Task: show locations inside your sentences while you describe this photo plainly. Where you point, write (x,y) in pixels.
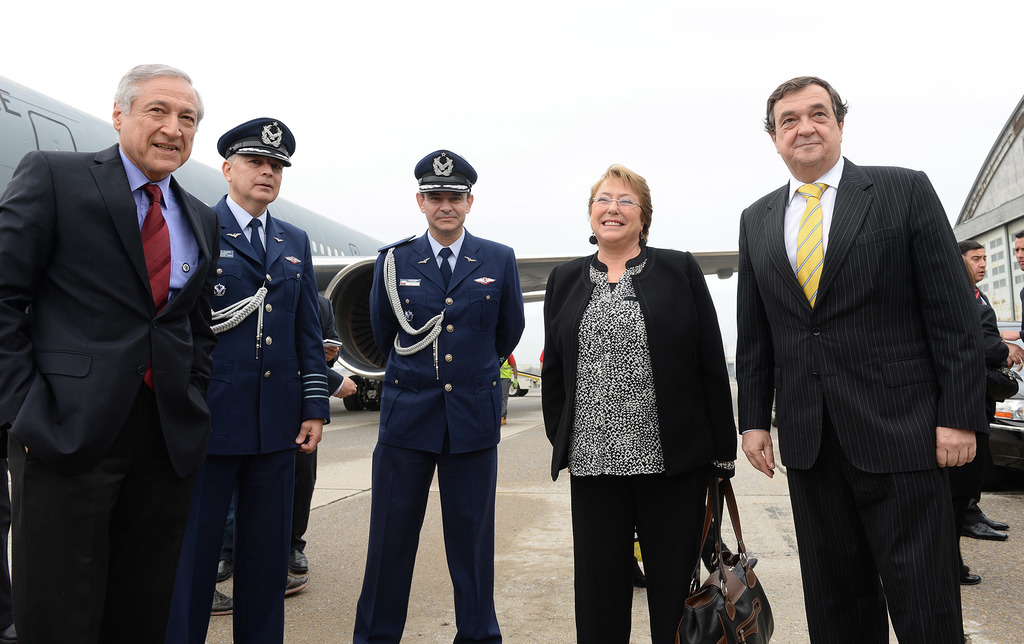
In the center of the image (573,345) we can see some persons (675,332) are standing and two (318,300) of them are wearing a uniform (243,239), cap (447,182) and remaining are wearing coats (667,269) and a lady (643,353) is carrying a bag (726,602). On the left side of the image (59,120) we can see an aeroplane (340,331). In the background of the image (1015,428) we can see some persons (984,392), vehicles (1006,419), shed (1006,212). At the top of the image (550,107) we can see the sky (584,151). At the bottom of the image (570,586) we can see the ground (761,507).
